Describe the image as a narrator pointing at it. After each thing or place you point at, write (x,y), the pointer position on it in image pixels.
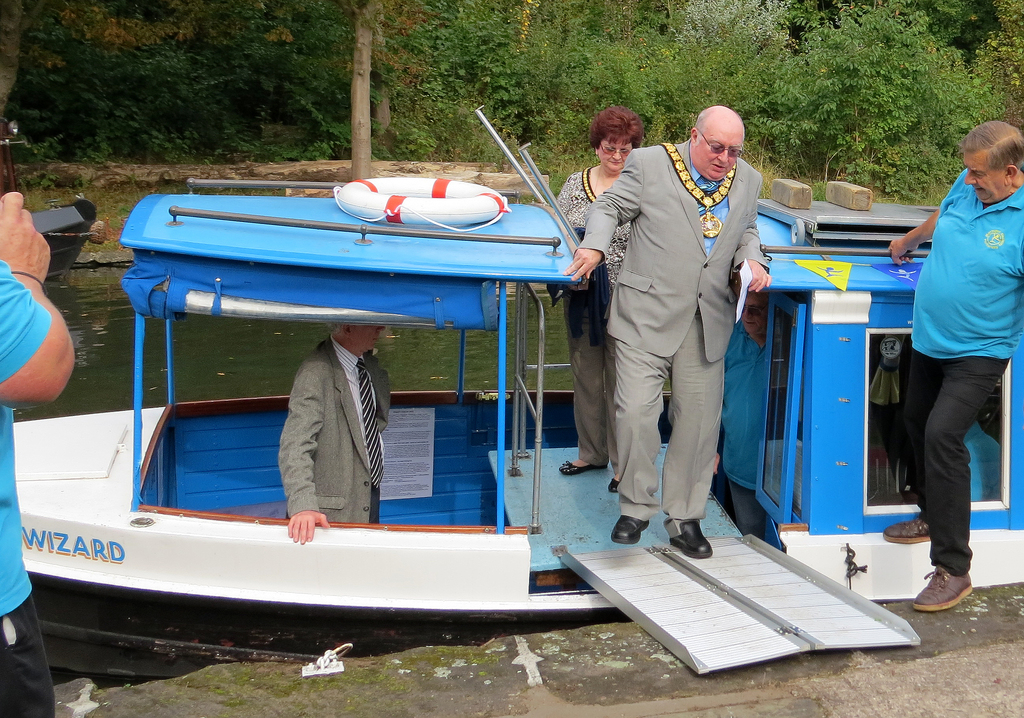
Here a man (697,524) is walking he wore a grey color coat (720,328), trouser (683,361). Behind him there is a woman (581,426) standing, this is a boat (247,499) which is in white and blue color and this is water (112,341).
